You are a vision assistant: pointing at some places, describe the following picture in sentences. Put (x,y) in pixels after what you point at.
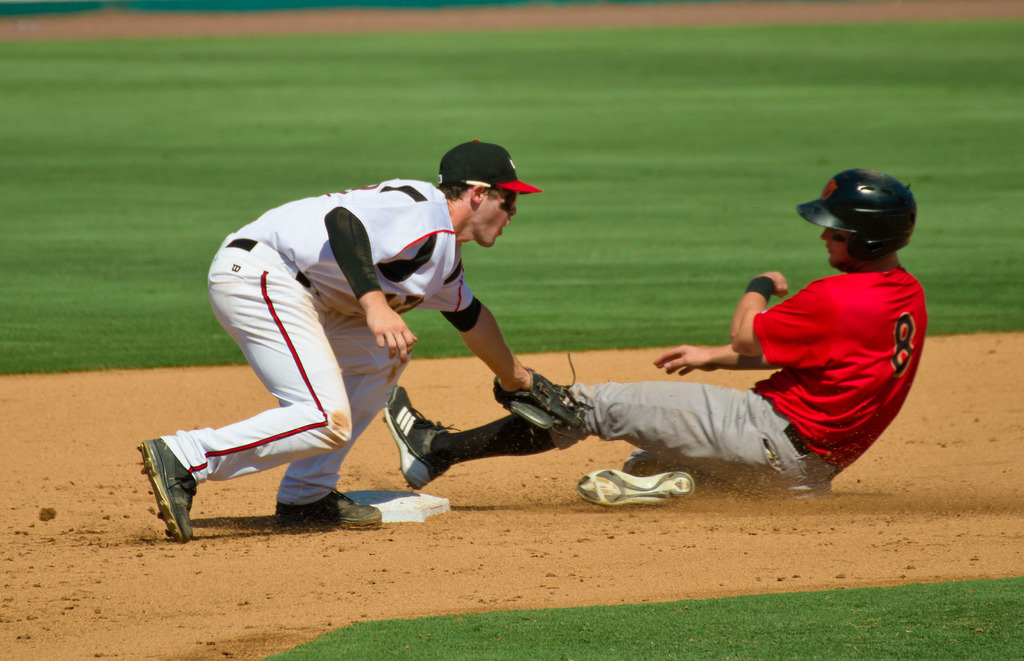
In this picture, we see a man (820,354) in the red T-shirt (824,328) who is wearing a black helmet (868,189) is on the ground (700,521). Beside him, we see a man (406,190) in the white T-shirt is trying to catch something. They might be playing a baseball. At the bottom (722,634), we see the grass (693,601) and the sand (682,573). In the background (159,161), we see the grass (622,146). This picture is blurred in the background (325,106).
